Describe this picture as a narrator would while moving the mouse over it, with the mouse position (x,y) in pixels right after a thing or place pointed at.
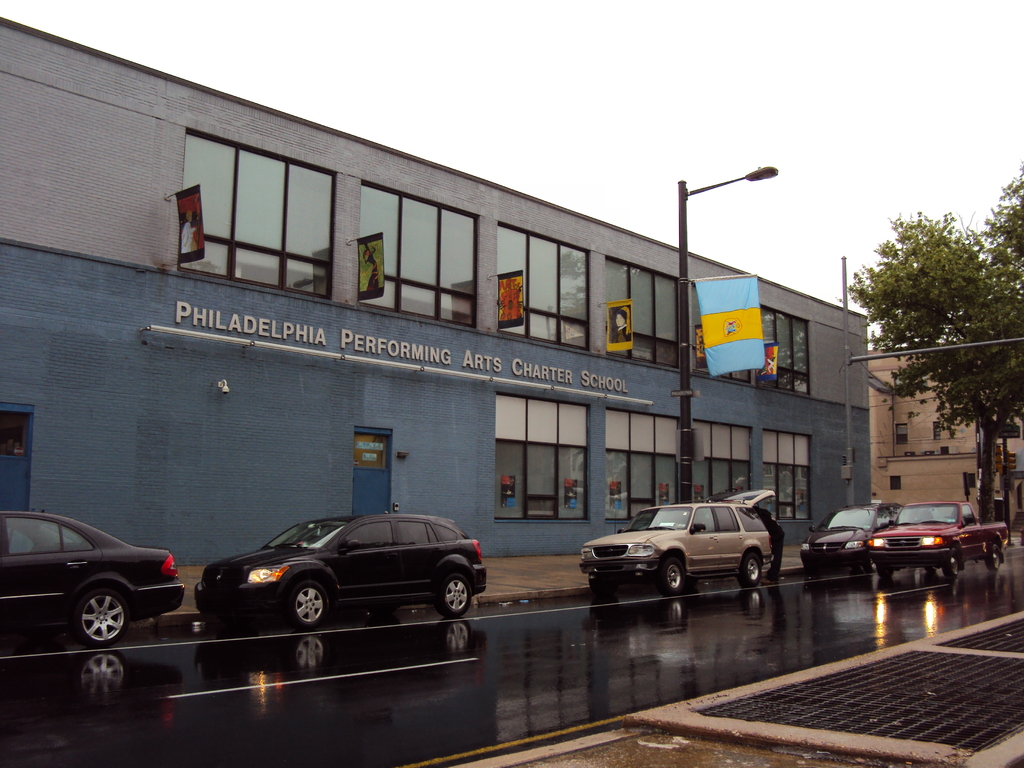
In this image, we can see a person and vehicles (943,538) on the road (652,663). At the bottom of the image (922,712), there is a walkway (846,732). In the background (586,508), we can see buildings (783,456), walkway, walls (425,494), doors (25,492), glass windows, banners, street light (683,413), poles (848,430) and the sky (525,123).
